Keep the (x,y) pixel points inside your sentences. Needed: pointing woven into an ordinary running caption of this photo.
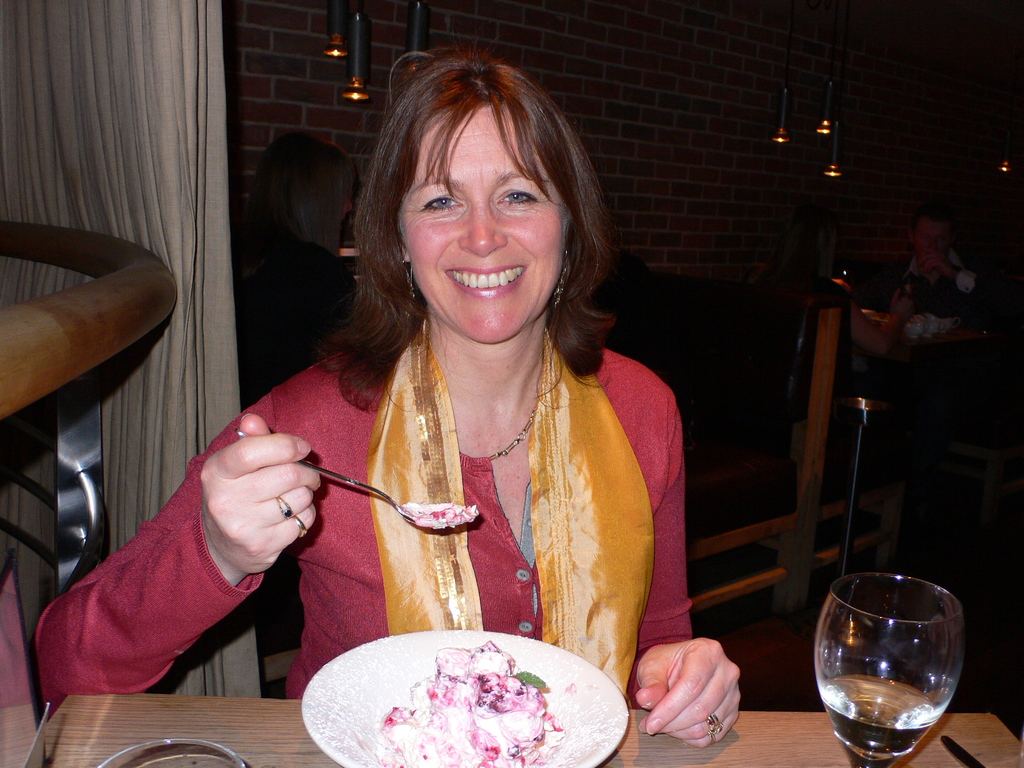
In the image there is a woman (300,484) in pink dress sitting in front of table (993,761) eating ice cream (469,670), there is knife (978,765) and glass (865,732) on the table (105,739), behind her there are few people (958,314) sitting in front of dining table (923,340) beside a wall (700,137) with lights (414,47) over the ceiling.
